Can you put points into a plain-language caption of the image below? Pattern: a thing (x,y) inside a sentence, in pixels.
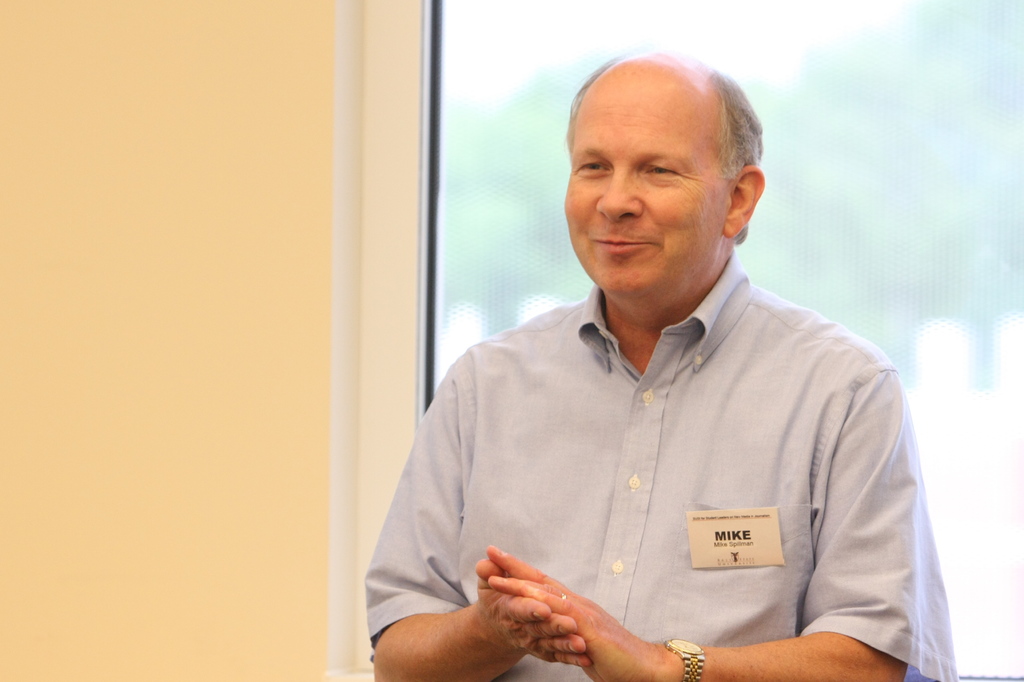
In this image we can see a person (667,468), there is a card (776,525) on his pocket (801,549) with some text (717,533) on it, also we can see the wall (310,195), and the window (745,7).
